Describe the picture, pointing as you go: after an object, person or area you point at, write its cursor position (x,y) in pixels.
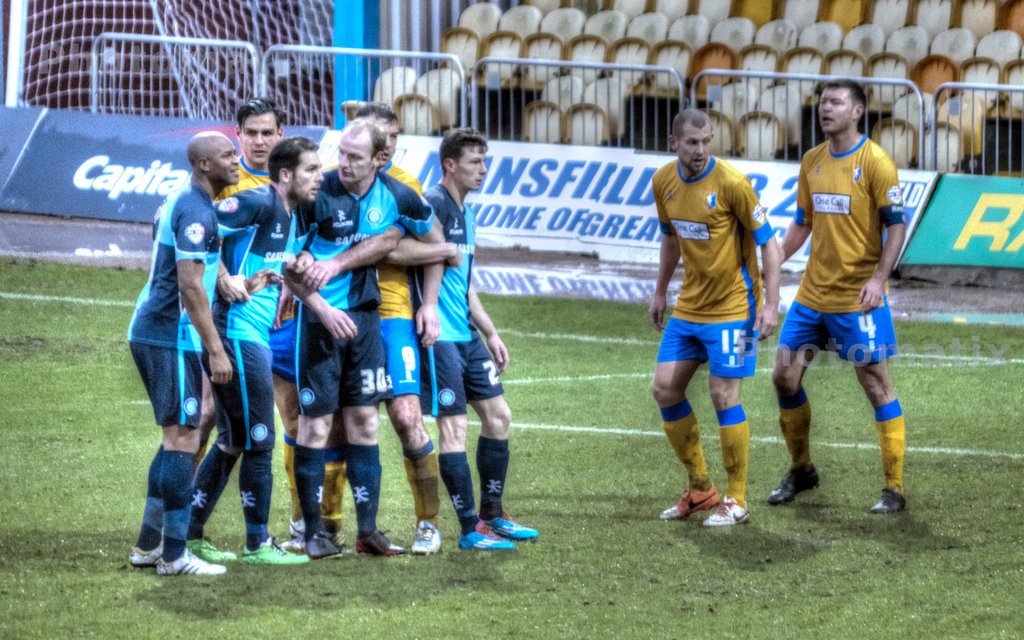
There are men (391,368) those who are standing on the grassland (531,606) and there are posters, chairs (579,57) and a net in the background area (590,41).
